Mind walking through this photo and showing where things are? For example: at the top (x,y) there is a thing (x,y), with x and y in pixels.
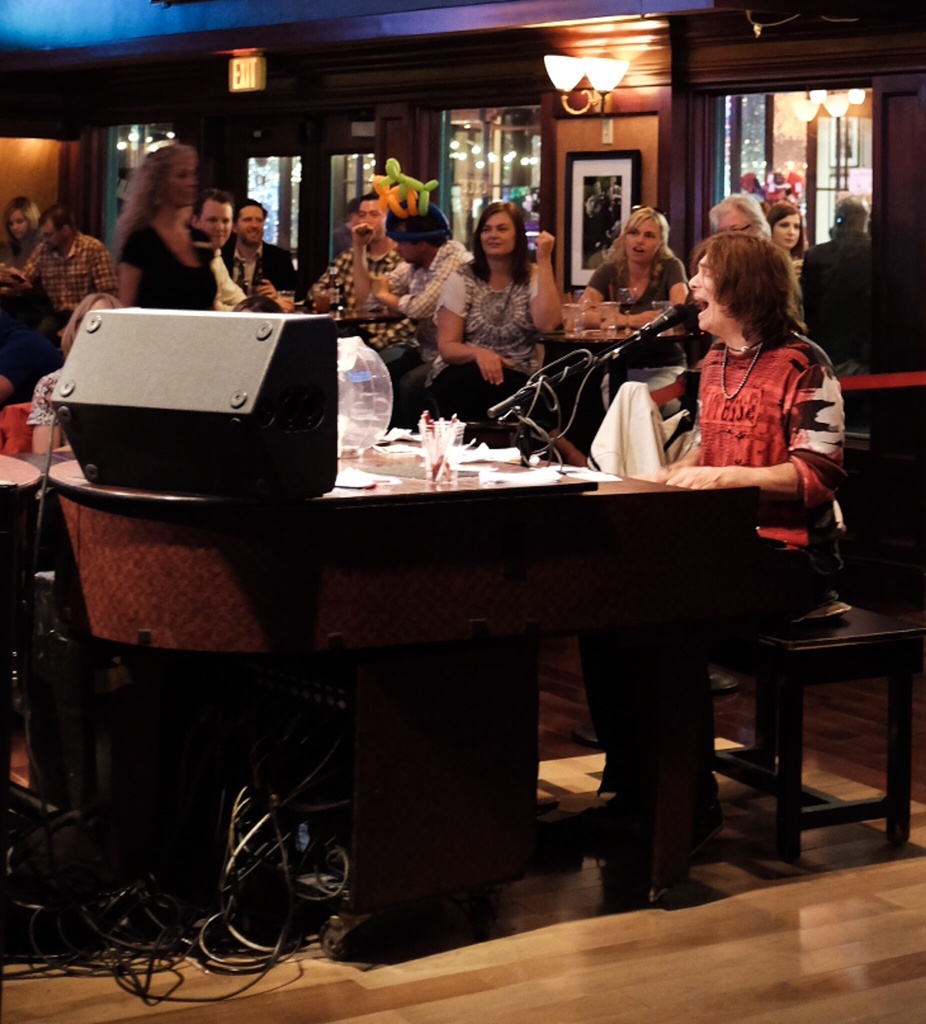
In this image I can see number of people (749,228) where one woman (836,510) is sitting in front of a mic (643,334). In the background (576,115) I can see a frame (613,178) and a light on this wall (642,126).
